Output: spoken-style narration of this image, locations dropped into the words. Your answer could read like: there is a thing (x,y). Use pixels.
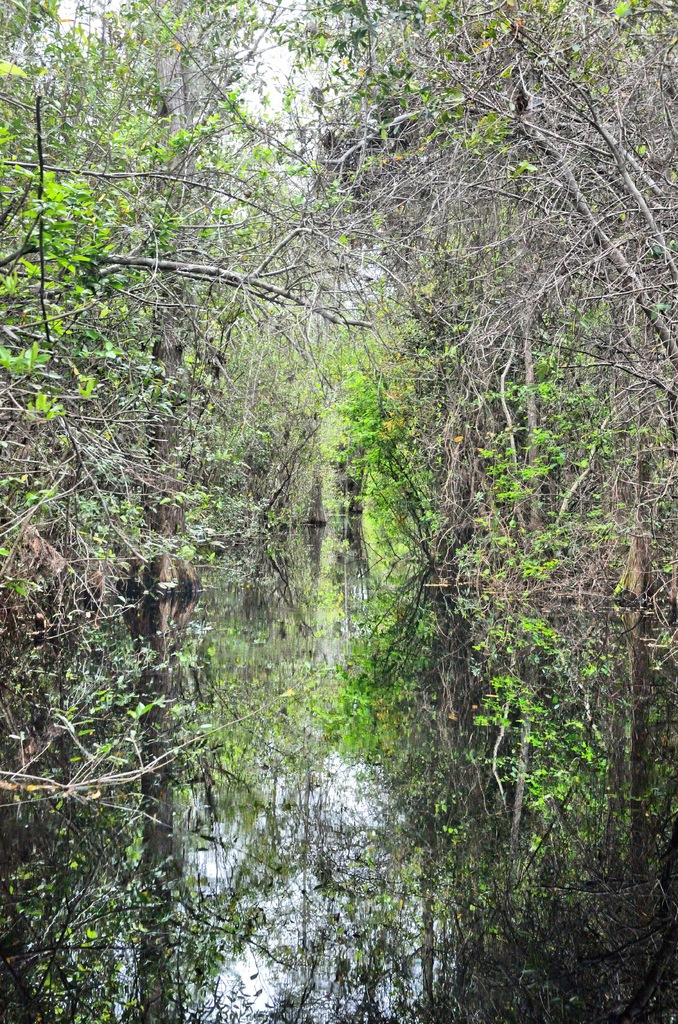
In this image we can see many trees (362,351) and plants (411,402). We can see the reflection (251,869) of trees (235,896), plants (409,831) and the sky (352,785) on the water surface (332,908). We can see the sky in the image.
